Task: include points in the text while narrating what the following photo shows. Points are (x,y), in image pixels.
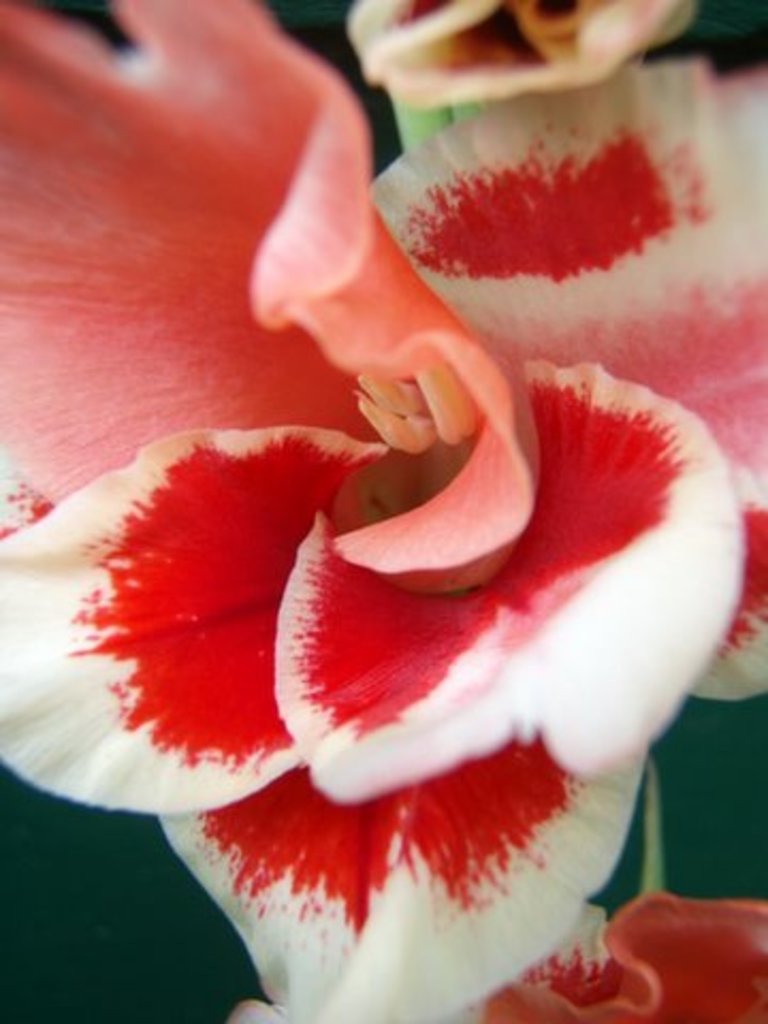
This picture consists of white and red color flowers (422,367).
